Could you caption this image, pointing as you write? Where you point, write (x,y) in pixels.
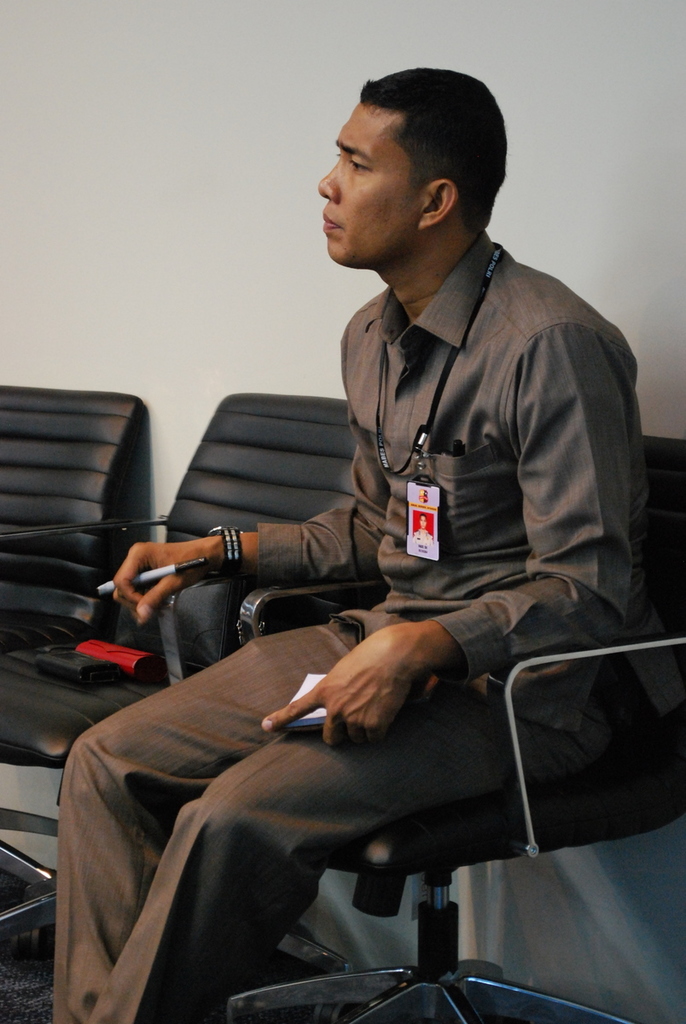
In this image we can see this person (329,562) wearing shirt (599,570) and identity card (407,483) is holding a pen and book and sitting on the chair (424,949). Here we can see two more chairs (74,467) and the wall (610,109) in the background (610,109).
